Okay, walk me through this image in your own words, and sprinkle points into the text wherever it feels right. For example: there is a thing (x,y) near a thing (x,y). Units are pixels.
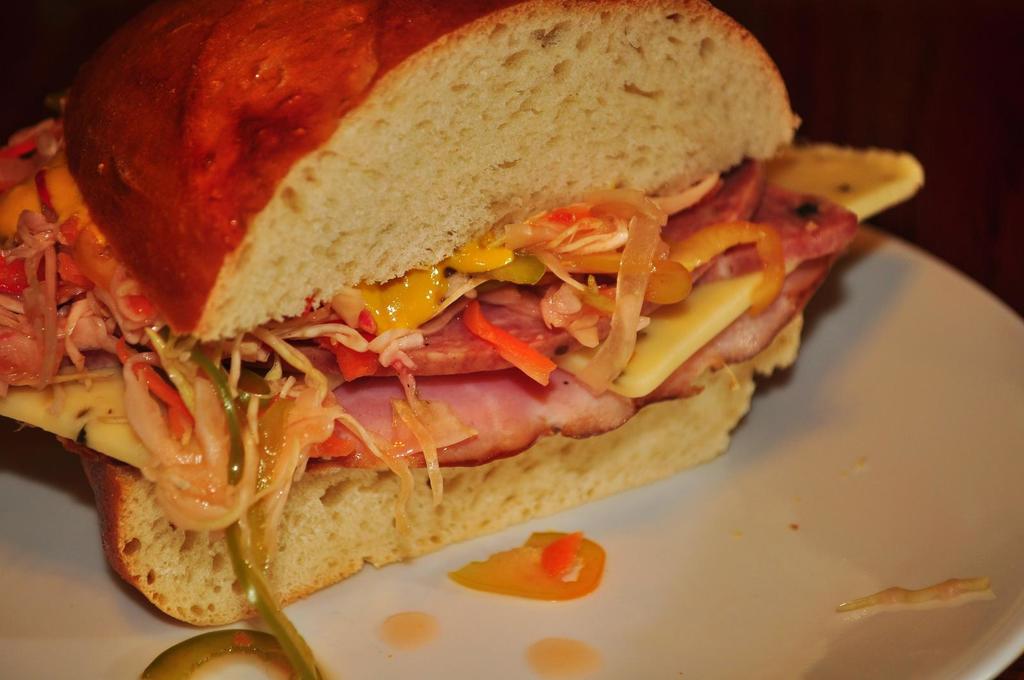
In this picture, we see the fast food item (387,304) is placed on the white plate (546,524).
